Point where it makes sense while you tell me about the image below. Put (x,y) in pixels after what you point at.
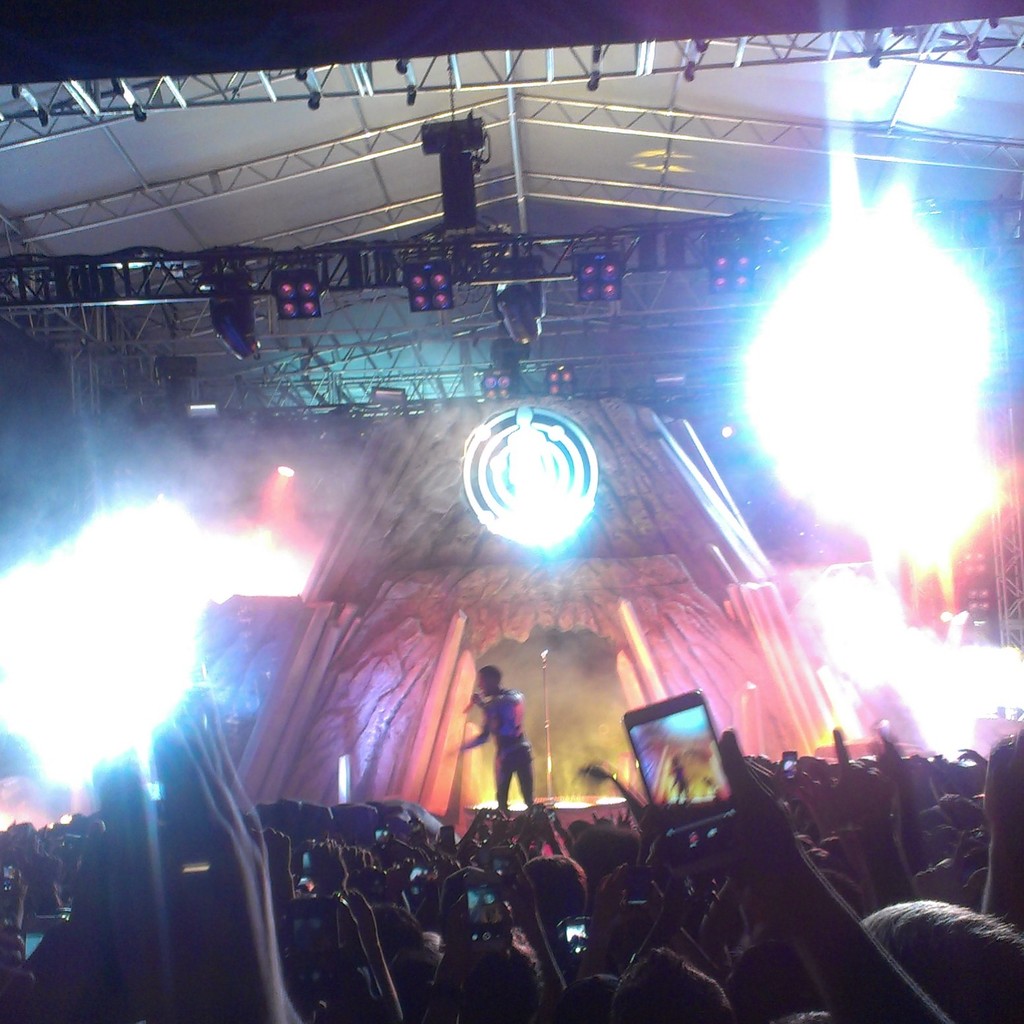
In this image I can see number of persons (584,873), the stage (620,751) and a person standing on the stage (579,808). I can see few lights (776,389) and few metal rods (411,246) to the ceiling (546,151) of the stage (462,61). In the background (229,34) I can see the dark sky (229,34).
